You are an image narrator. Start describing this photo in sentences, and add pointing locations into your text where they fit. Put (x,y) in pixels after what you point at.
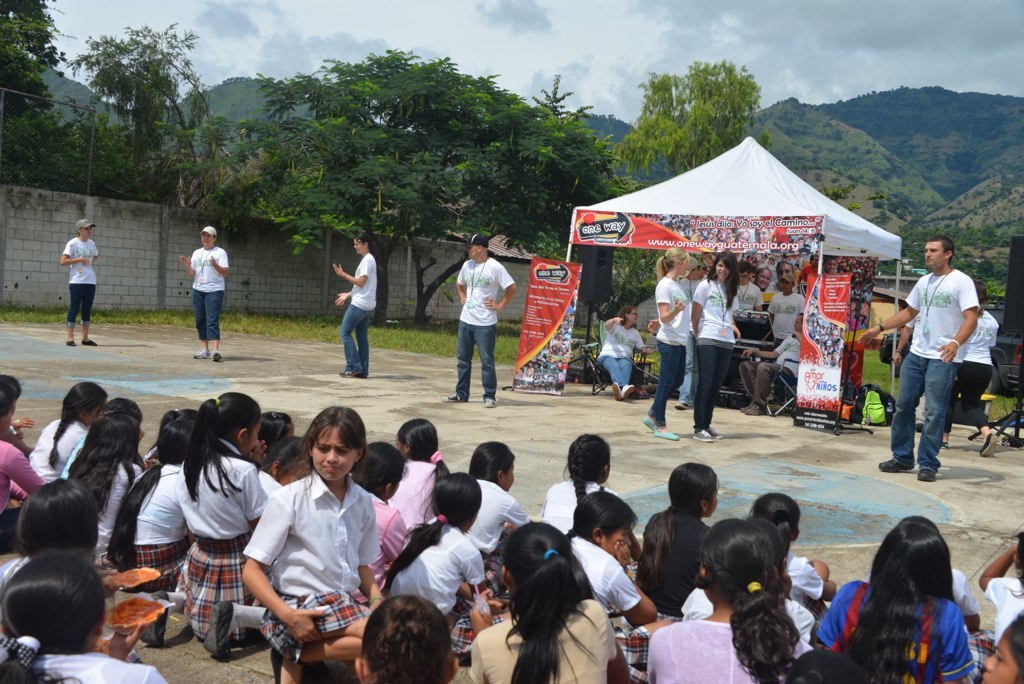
In this image I can see number of children (182,537) are sitting in the front (248,608). In the background (64,253) I can see people (932,244) where few are sitting and rest all are standing. I can also see a white colour tent (794,183), few boards (676,234) and on these boards (542,362) I can see something is written. In the background (17,236) I can also see the wall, number of trees (483,220), mountains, clouds (540,31) and the sky (665,31).
